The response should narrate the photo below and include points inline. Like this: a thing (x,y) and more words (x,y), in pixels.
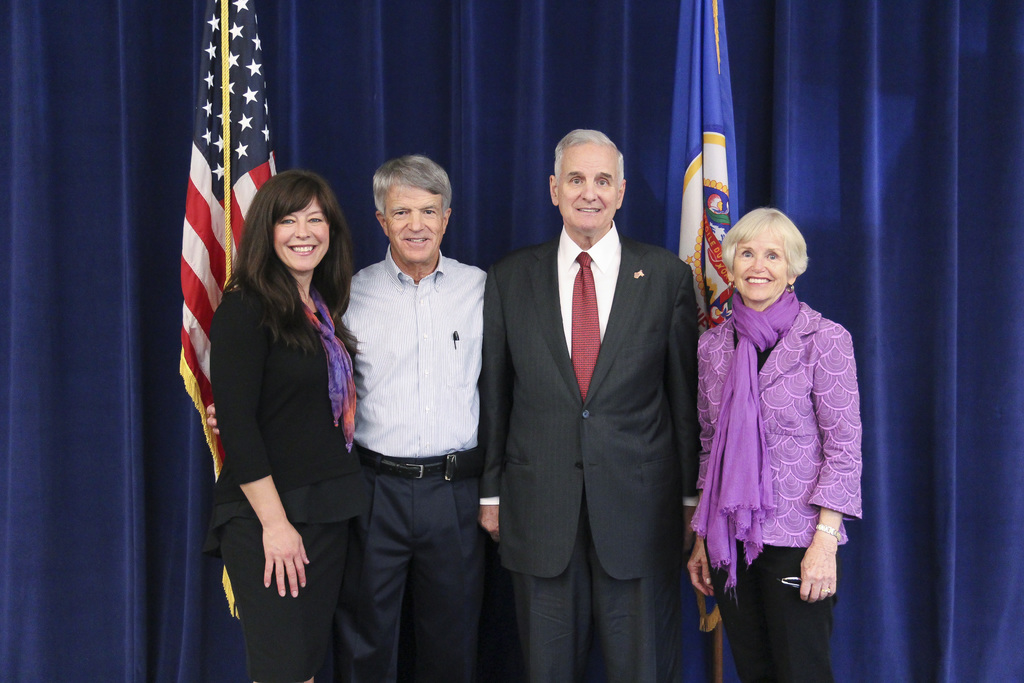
In this image we can see a group of people (669,373) standing. In the background (676,126), we can see flags (681,143). At the top of the image (150,216) we can see the curtains (842,129).
